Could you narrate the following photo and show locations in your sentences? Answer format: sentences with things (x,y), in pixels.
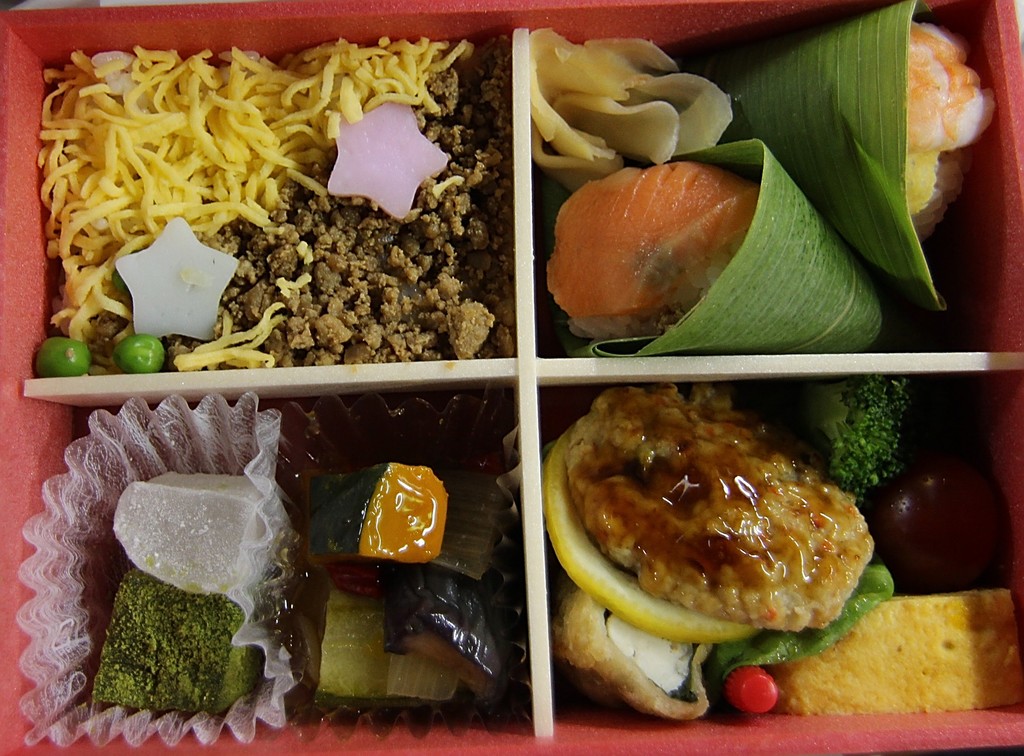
In the picture we can see food items (639,474) in a partitioned box (998,376).
